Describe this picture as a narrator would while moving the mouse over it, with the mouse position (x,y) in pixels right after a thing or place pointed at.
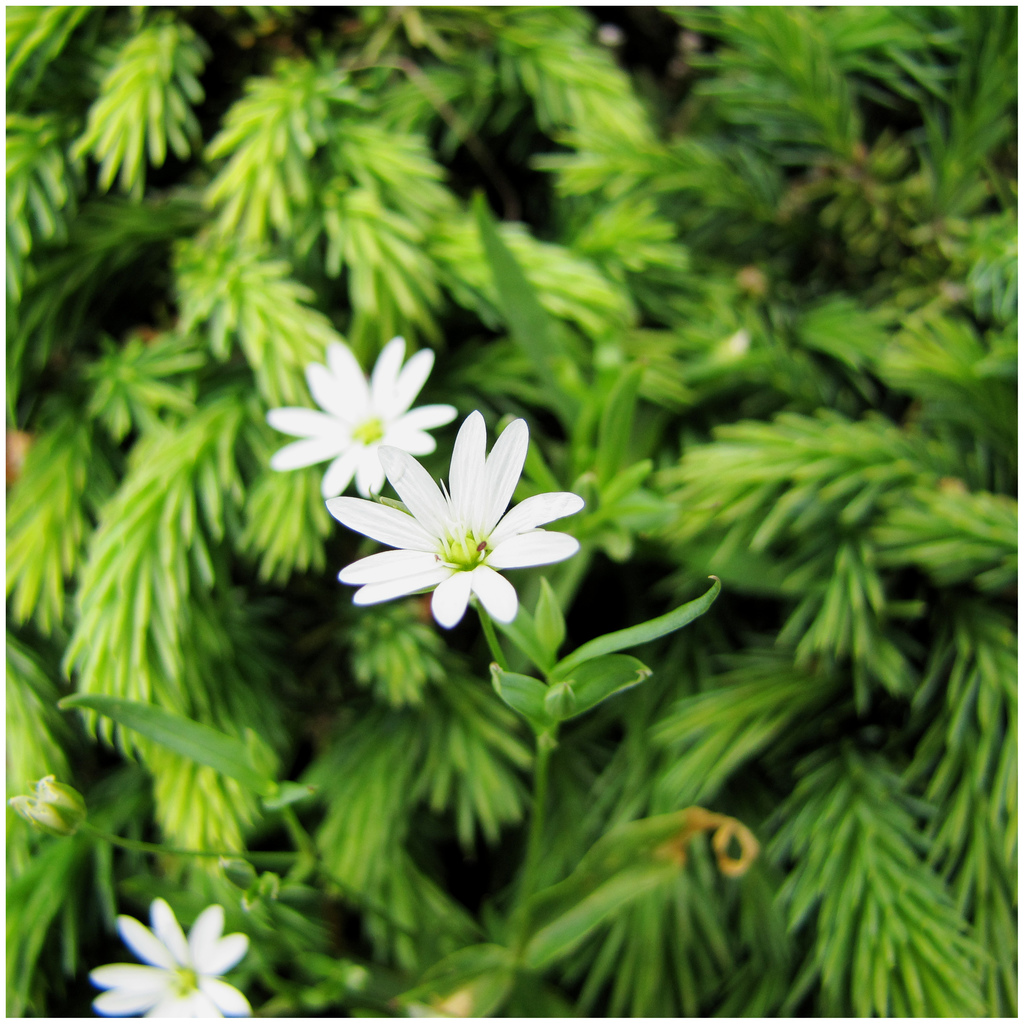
In this image, we can see some flowers (347,413) and we can see some green leaves (42,569).
